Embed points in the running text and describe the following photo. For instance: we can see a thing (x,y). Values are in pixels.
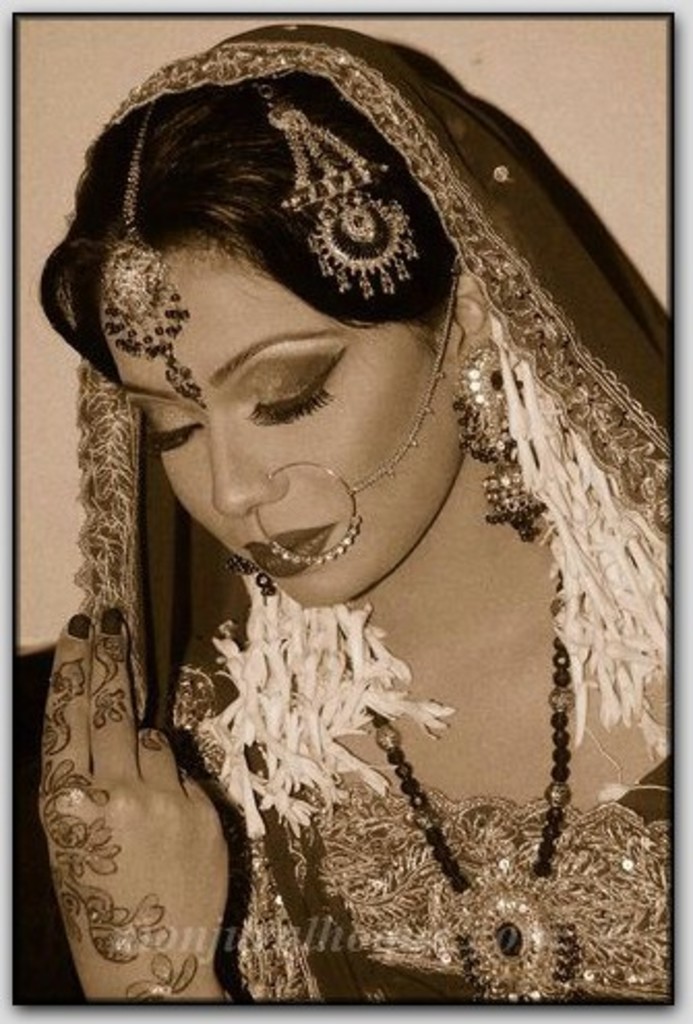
In this image we can see a lady persons (351,465) wearing sari (460,969) and some ornaments (491,986) posing for a photograph.
